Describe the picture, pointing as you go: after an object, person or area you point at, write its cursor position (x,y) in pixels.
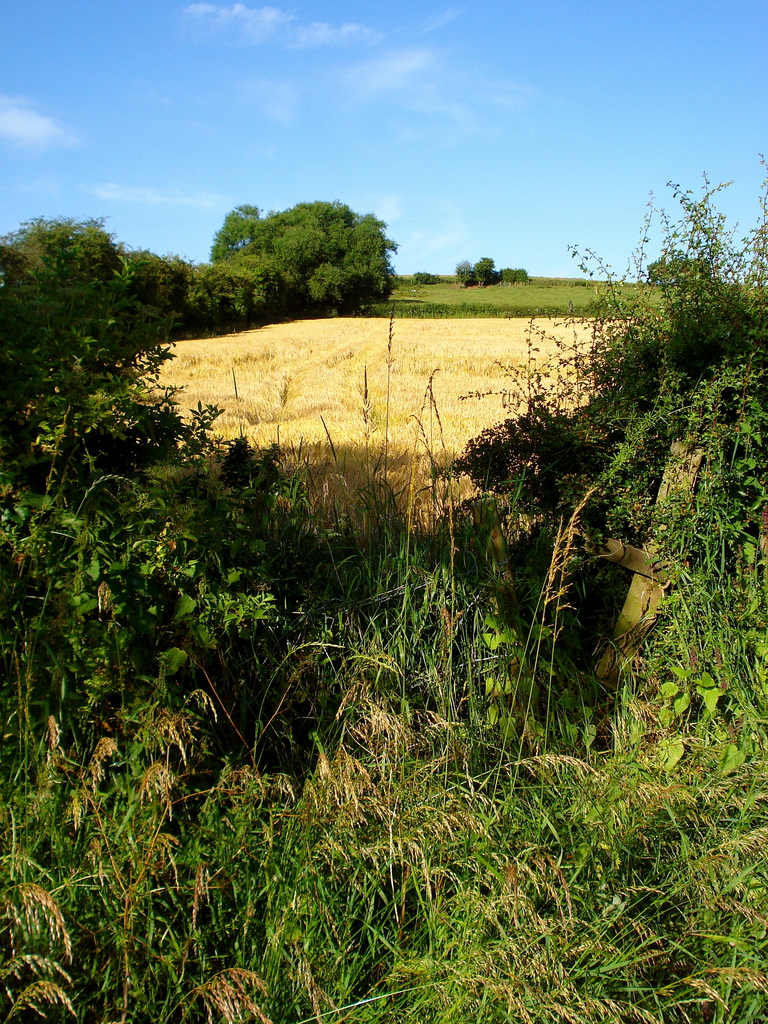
In this image at the bottom (421,712) there are plants (331,638), grass (405,676) and trees (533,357). At the top (426,260) there are sky (370,157) and clouds (68,136).
